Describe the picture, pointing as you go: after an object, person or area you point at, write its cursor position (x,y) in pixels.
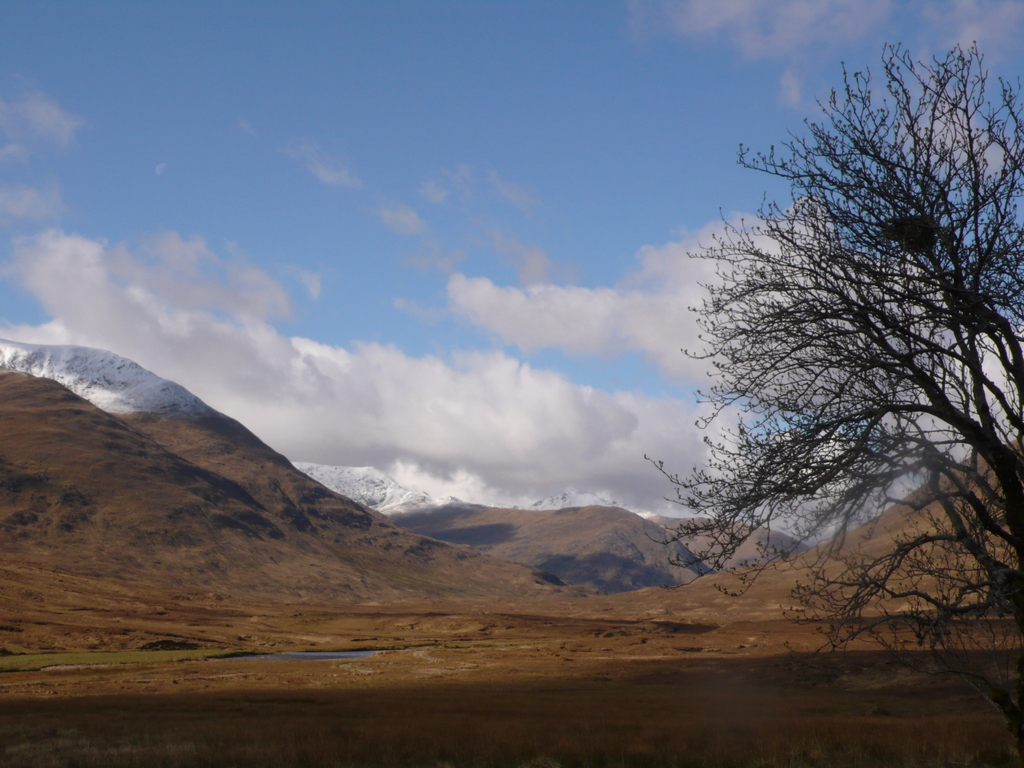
In this image there is a land (546,615), in the background (484,544) there are hills (17,438) and the sky (549,220), on the right side (1022,653) there is a tree (911,294).
